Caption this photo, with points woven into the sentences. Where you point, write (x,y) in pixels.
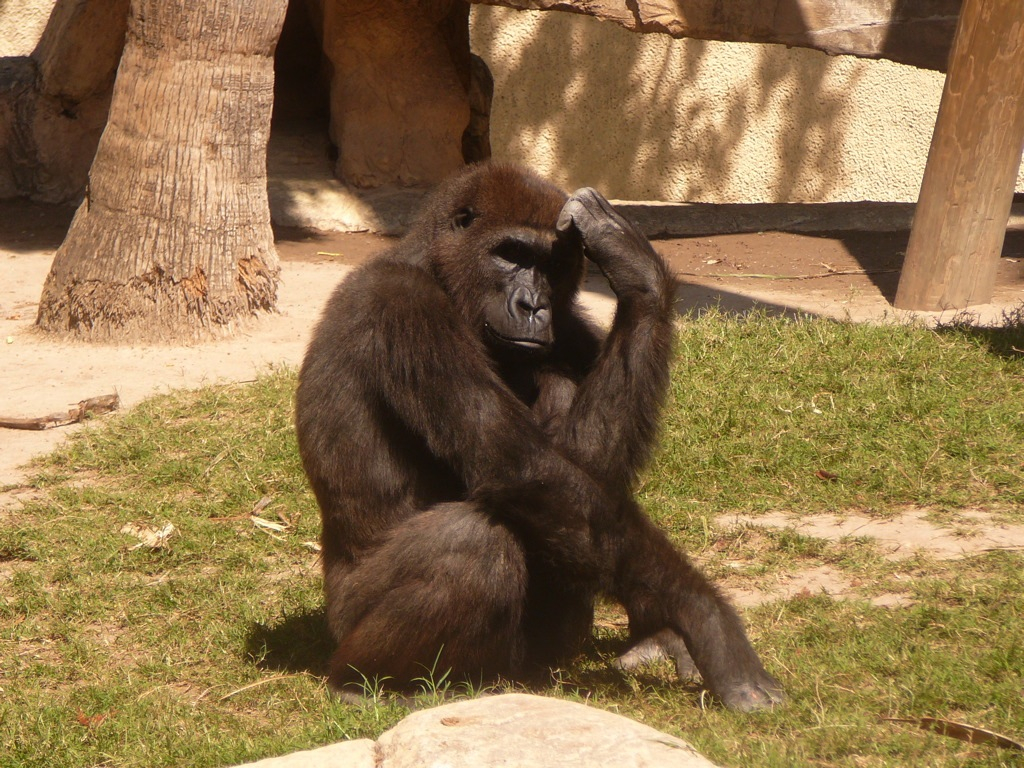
As we can see in the image there is grass (810,399), tree stem (178,240), rocks (413,11) and black color gorilla (533,445).
